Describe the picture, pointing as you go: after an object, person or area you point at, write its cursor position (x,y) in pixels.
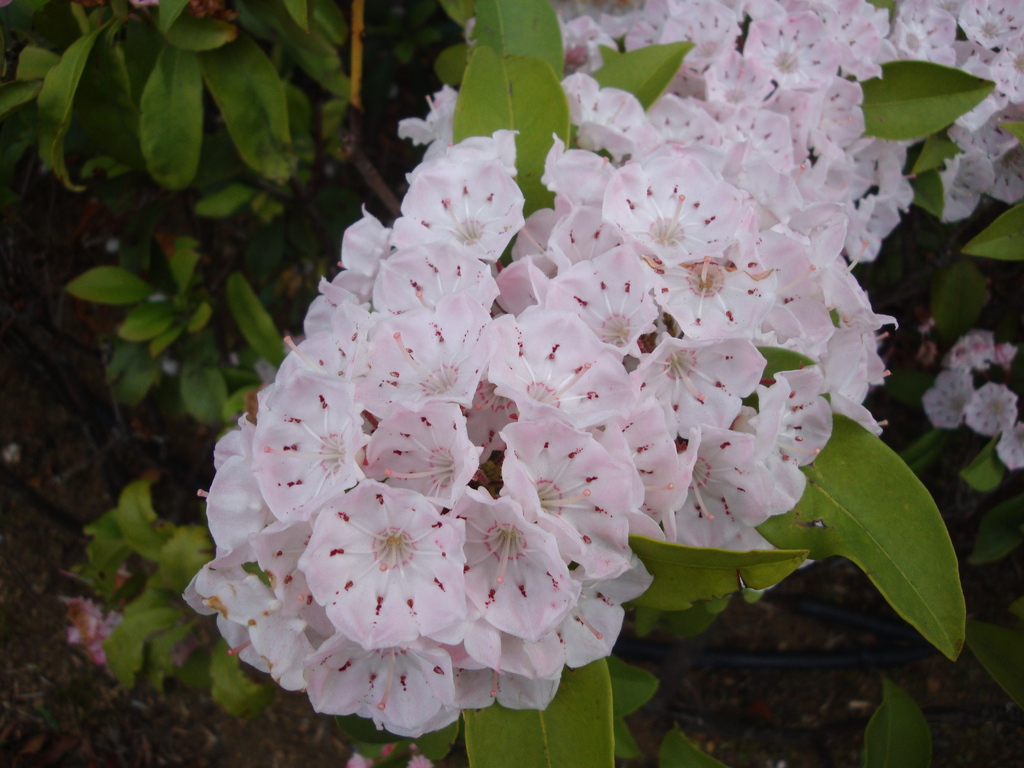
In this image I can see a plant (142,378) along with the leaves (168,640) and flowers (619,228). The flowers (546,534) are in white color.
